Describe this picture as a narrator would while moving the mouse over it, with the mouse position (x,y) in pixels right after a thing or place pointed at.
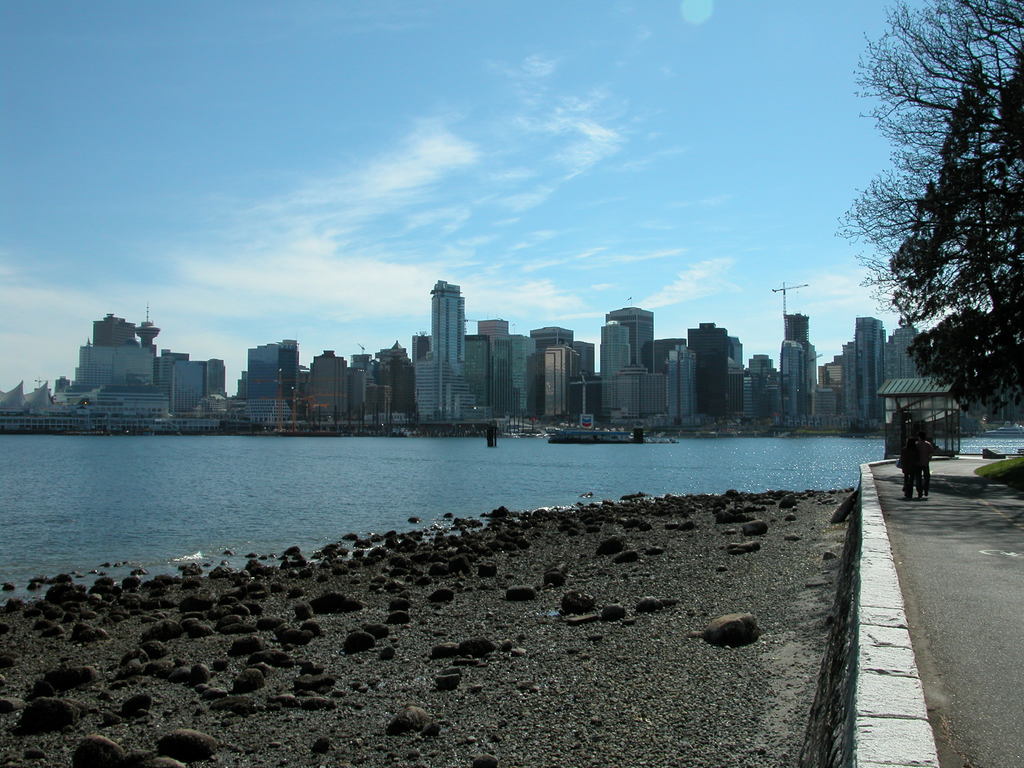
On the right side of the image (909,491) there is a road (894,473) with two persons (906,468) are standing. And also there is a shed (914,420) with roof (901,391) and poles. And at the bottom of the image (509,637) there is ground (442,648) with stones (177,636) and also there is water (665,471). In the middle of the water (396,456) there is an object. In the background (859,334) there are many buildings (916,371). On the right corner of the image (974,261) there are branches (968,278) with leaves (944,193). At the top of the image (498,136) there is sky (526,244).
